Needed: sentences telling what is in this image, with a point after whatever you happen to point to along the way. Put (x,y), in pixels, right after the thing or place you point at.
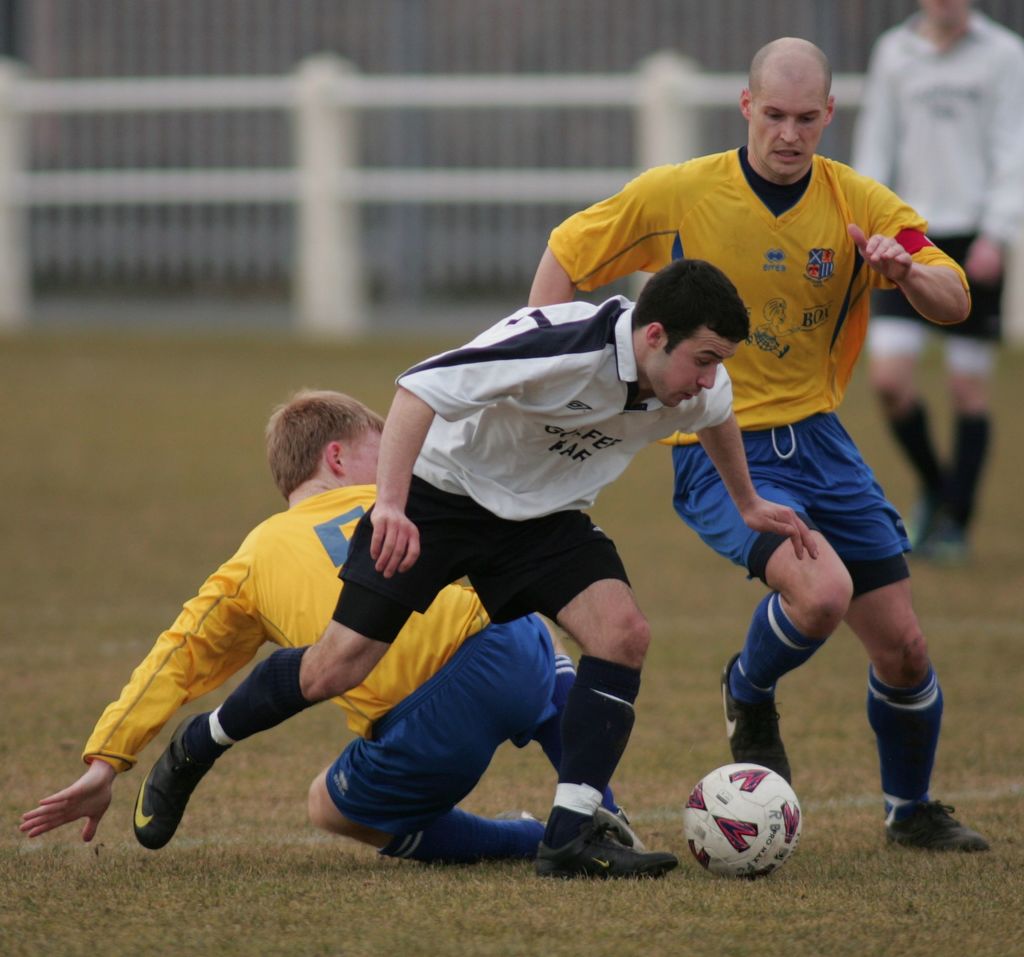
In this image we can see a group of people (332,576) on the ground (435,900). We can also see some grass (453,886) and a ball (694,836) on the ground (367,393). On the backside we can see a fence (306,158).
